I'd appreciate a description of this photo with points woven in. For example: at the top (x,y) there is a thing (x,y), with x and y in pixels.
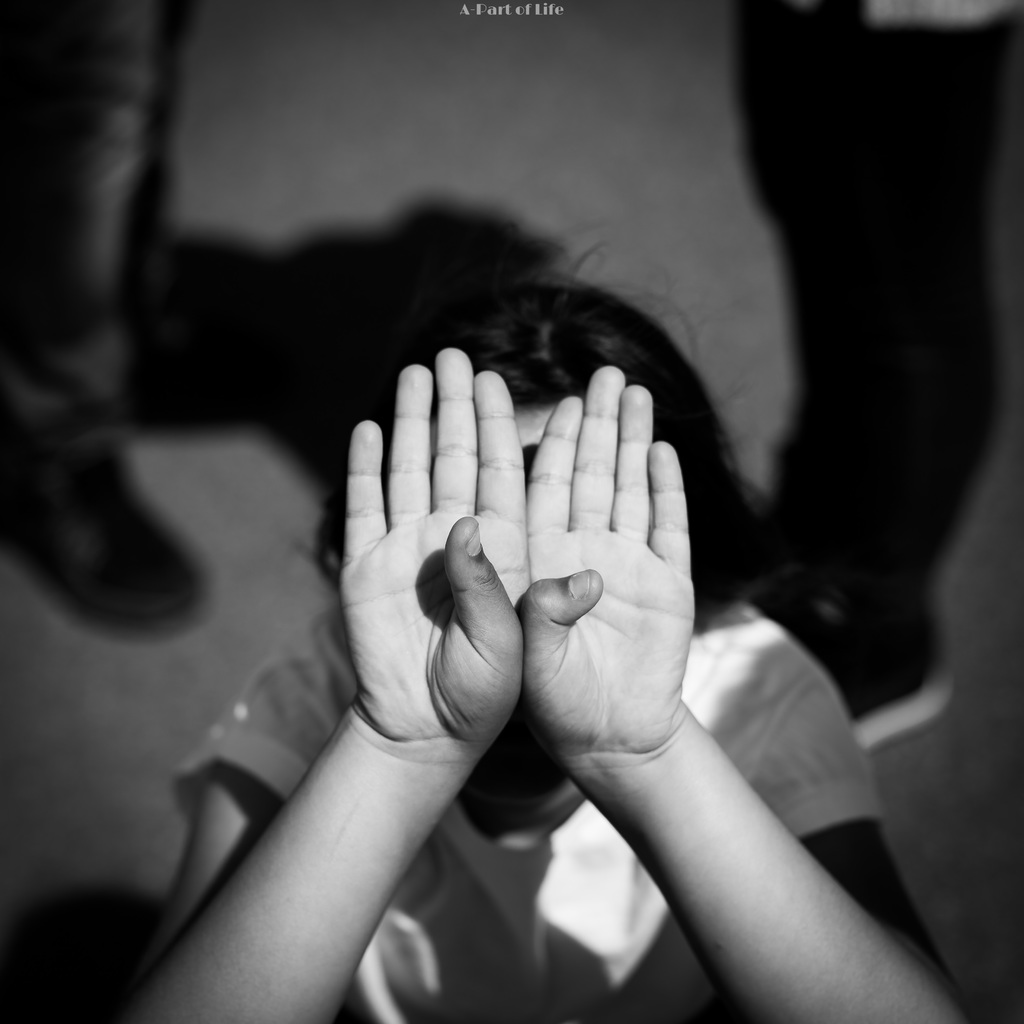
This image is a black and white image. In the background (901,211) two persons (96,170) are standing on the floor (213,603). In the middle of the image (589,610) there is a kid (231,827) covering face (543,414) with hands (401,722).
